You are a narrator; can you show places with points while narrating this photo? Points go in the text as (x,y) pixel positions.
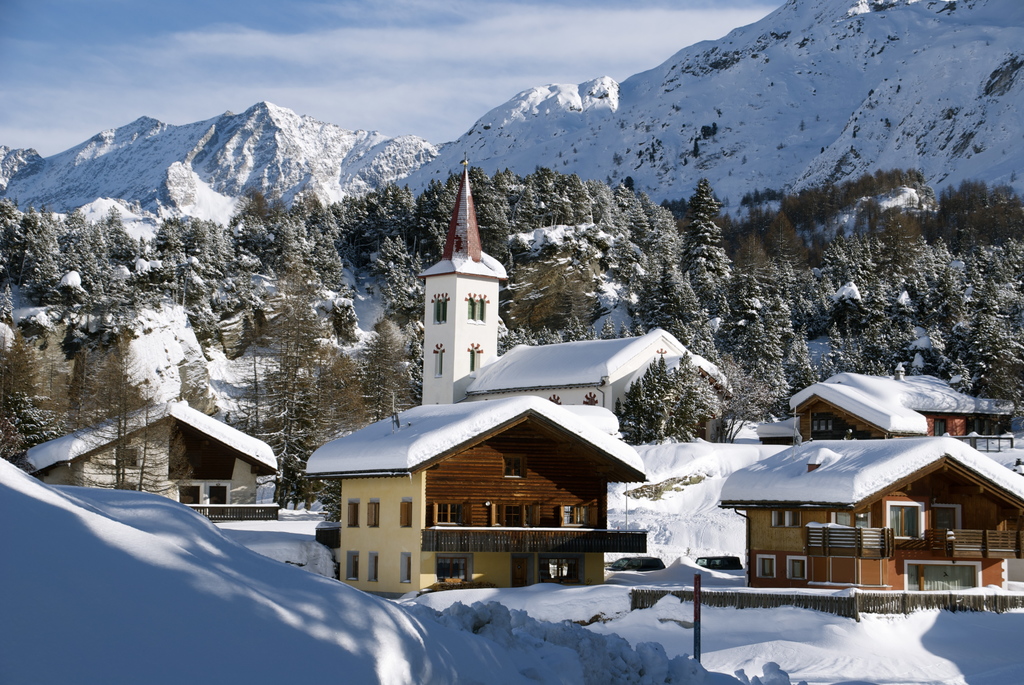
In this image I can see few houses (887,522) covered with snow (826,629). In front (490,478) the house (590,468) is in brown and cream color, background (103,265) I can see trees (107,250) covered with snow (100,283), mountains (258,128) and the sky (261,79) is in blue and white color.
